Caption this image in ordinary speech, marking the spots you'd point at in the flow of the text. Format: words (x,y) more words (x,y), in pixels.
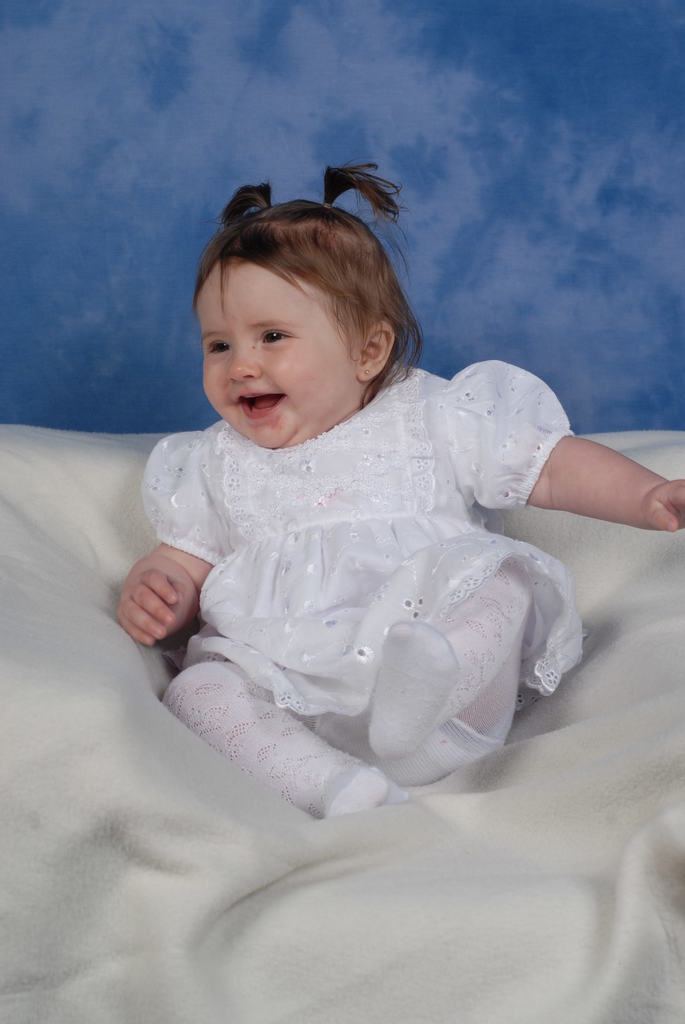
As we can see in the image there is a girl (342,458) sitting on white color bed sheet (239,805). Behind her there is a blue color wall (578,270).
